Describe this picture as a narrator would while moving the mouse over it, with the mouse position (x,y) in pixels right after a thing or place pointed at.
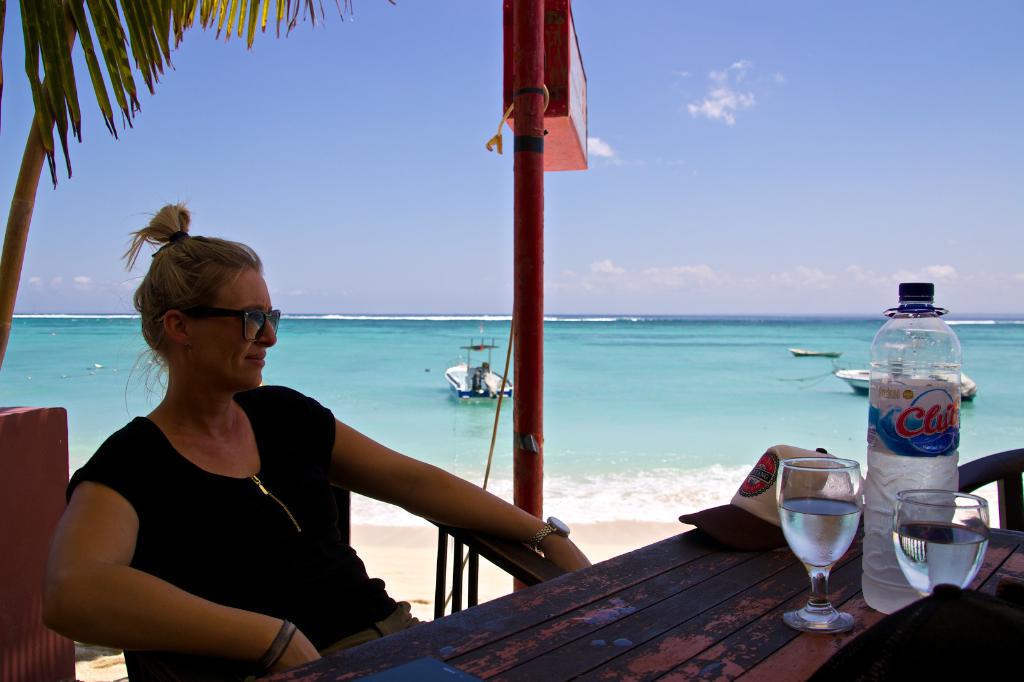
In the image there is a woman (196,357) in black dress (294,412) sitting in front of table (677,626) with water bottle (937,408), glasses (845,501) and cap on it, on the left side (141,9) there is a plant (105,30) and behind her there is ocean (552,368) with boat (504,393) on it and above its sky (721,120) with clouds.
